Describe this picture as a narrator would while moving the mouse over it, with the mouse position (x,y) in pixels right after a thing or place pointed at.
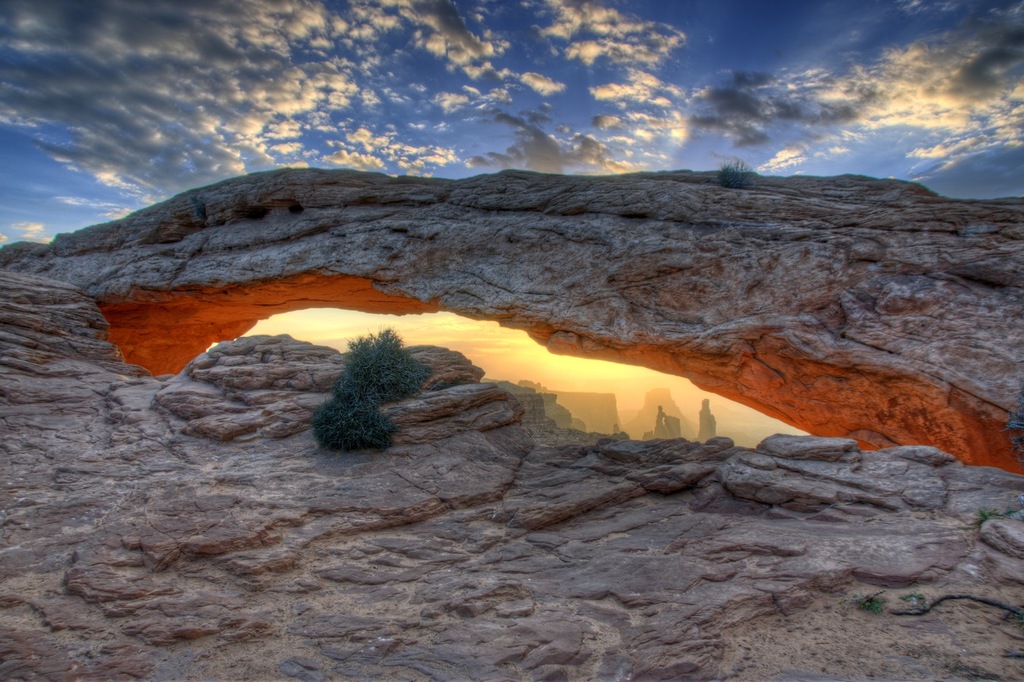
In this picture in the foreground (541,598) it looks like a rock (384,274) and there are plants (377,372) on the rock (372,449). At the back (585,412) it looks like a mountain (709,437) and rocks (611,427). At the top (733,39) there is sky (464,64) and there are clouds (741,91) and there is a sunshine (557,359).
